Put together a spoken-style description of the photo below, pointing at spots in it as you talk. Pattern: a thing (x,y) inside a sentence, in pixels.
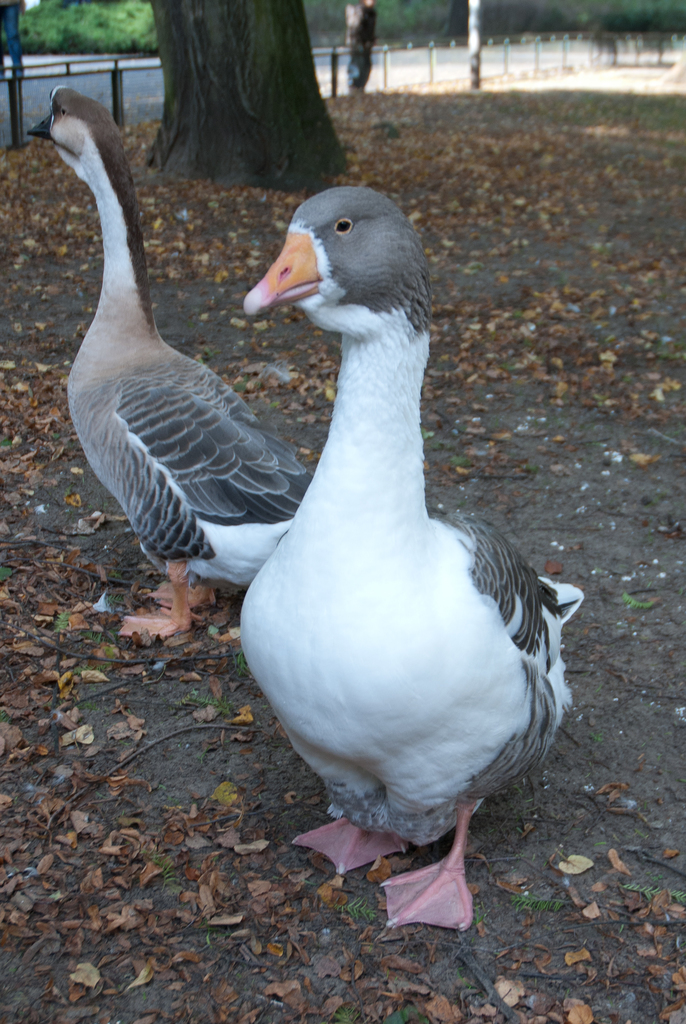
In this picture we can see birds (451,603) on the ground (270,749), here we can see dried leaves (508,369), fence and in the background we can see trees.
